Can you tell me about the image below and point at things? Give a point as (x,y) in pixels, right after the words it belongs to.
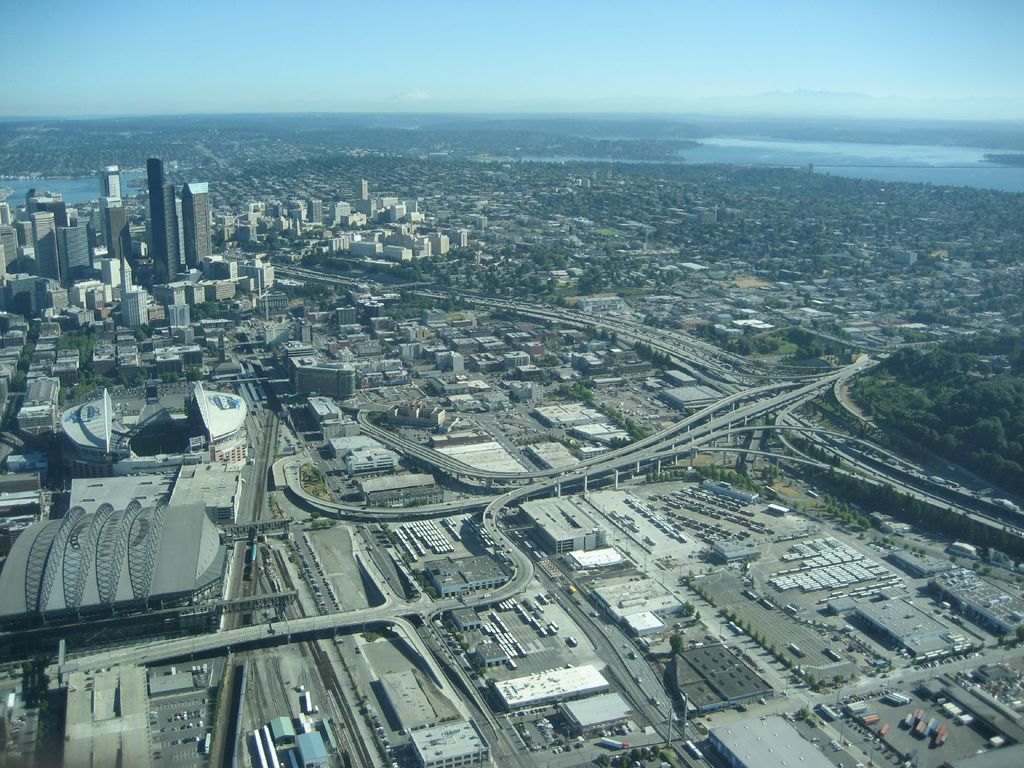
In this picture we can see buildings (436,247), trees (908,430) and other objects (740,532). We can see the sky (867,62).
